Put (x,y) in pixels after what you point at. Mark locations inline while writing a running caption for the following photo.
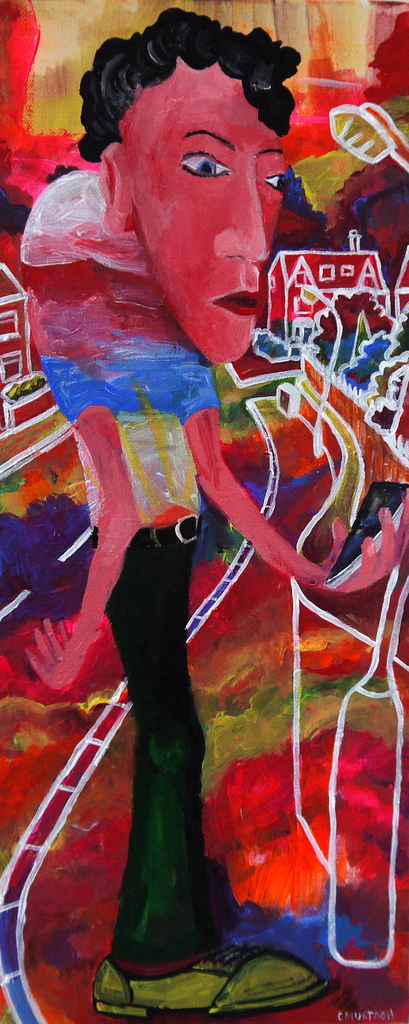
In the picture I can see painting (250,586) of a person (233,526), houses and some other things (235,386).
